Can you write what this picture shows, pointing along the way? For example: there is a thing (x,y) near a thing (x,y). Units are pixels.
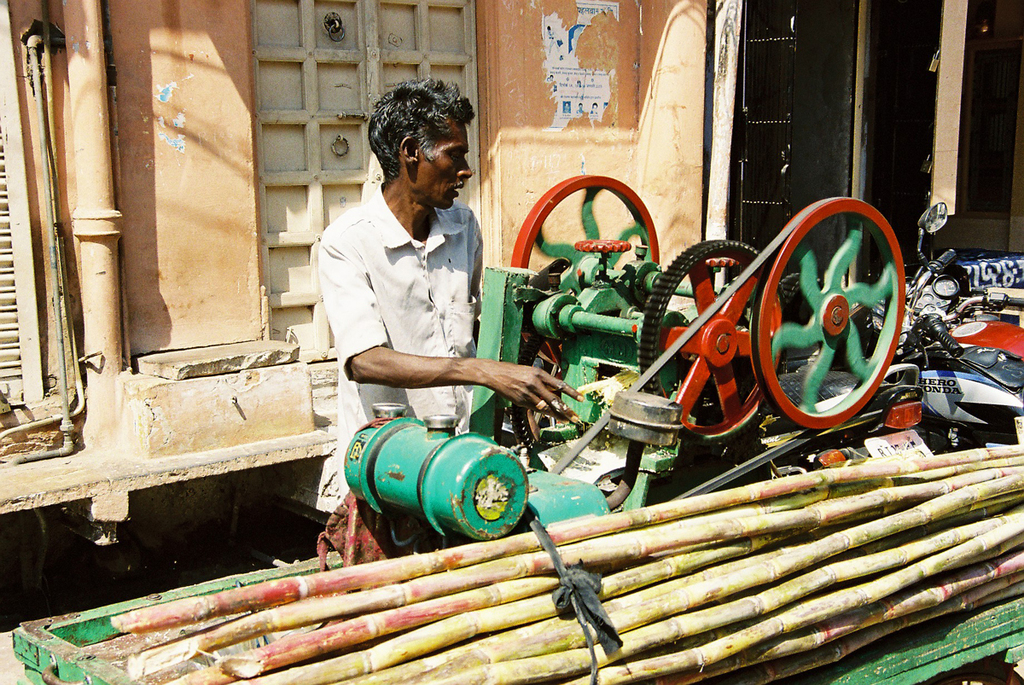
In this image I can see the person (394,324) standing in-front of the machine (575,375). The person (377,317) is wearing the white color dress (355,318). To the side of the machine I can see the sugarcane sticks (868,571). To the side I can see the motorbikes (971,332). In the background (386,27) I can see the shutter (10,194) and the window (259,140) to the wall (238,138).
